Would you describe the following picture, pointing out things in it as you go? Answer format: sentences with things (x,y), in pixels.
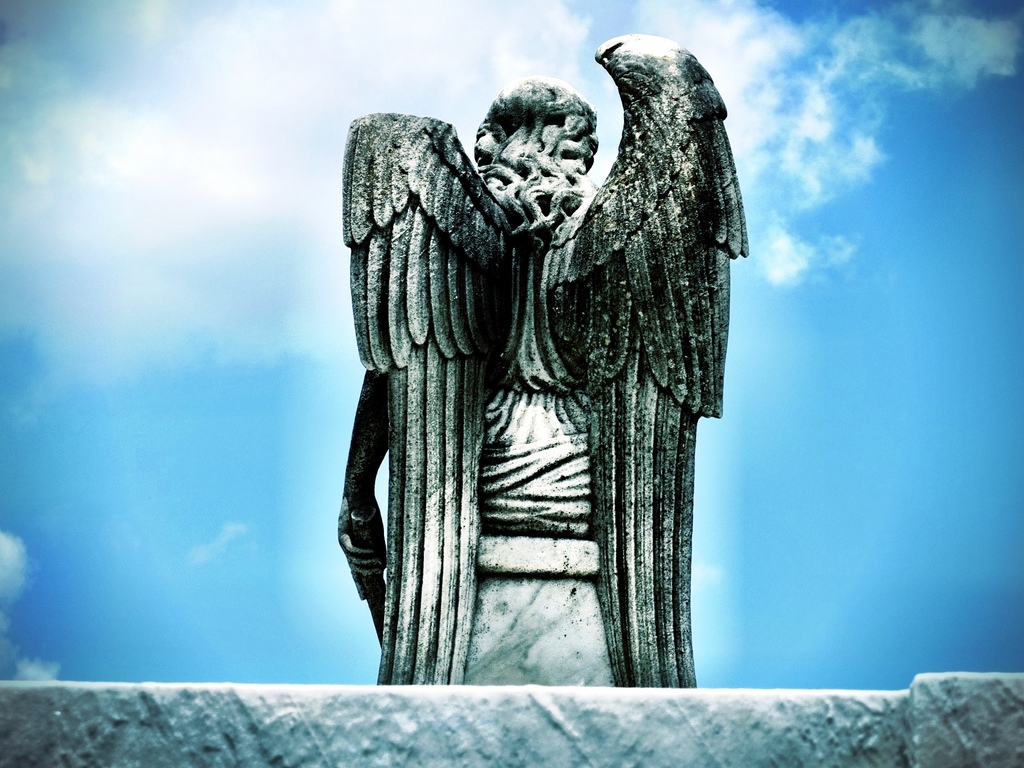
In the image there is a statue (567,287) of an angel (541,303) in the front (538,670) and above its sky (878,219) with clouds (235,70).
